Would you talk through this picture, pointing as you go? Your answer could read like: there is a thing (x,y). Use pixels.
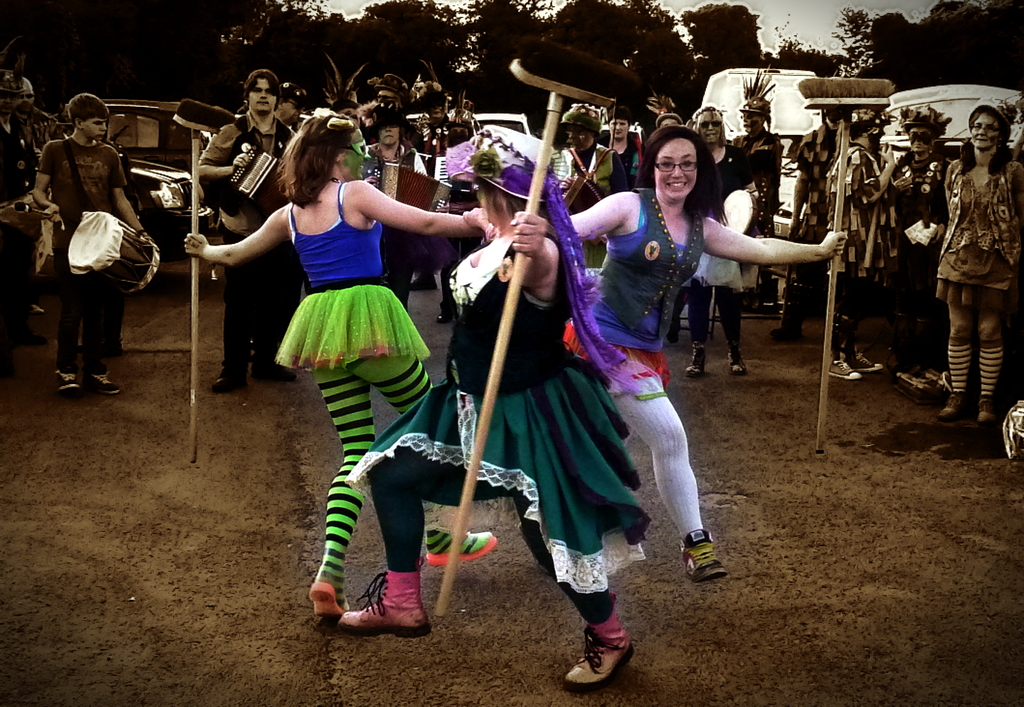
In this picture we can see three woman (490,333) dancing in front (532,321) and holding some brushes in the background (80,163) we can see some group of people (94,155) playing musical instruments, some people (746,138) wore costumes (847,170) and in the background (645,97) we can see trees (672,22) and sky (706,4).
